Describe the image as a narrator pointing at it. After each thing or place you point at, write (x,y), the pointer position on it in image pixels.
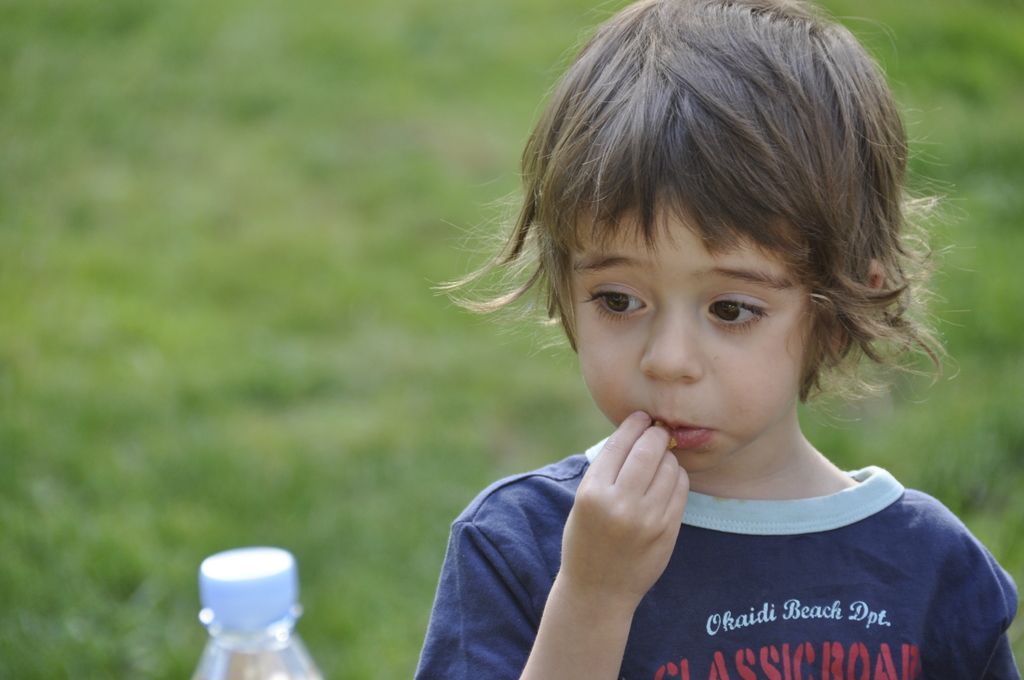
This is the picture of a little boy (661,166) whose hair (586,197) is brown in color is standing on the grass (193,222) and eating something and there is a bottle (249,627) in front of him.
